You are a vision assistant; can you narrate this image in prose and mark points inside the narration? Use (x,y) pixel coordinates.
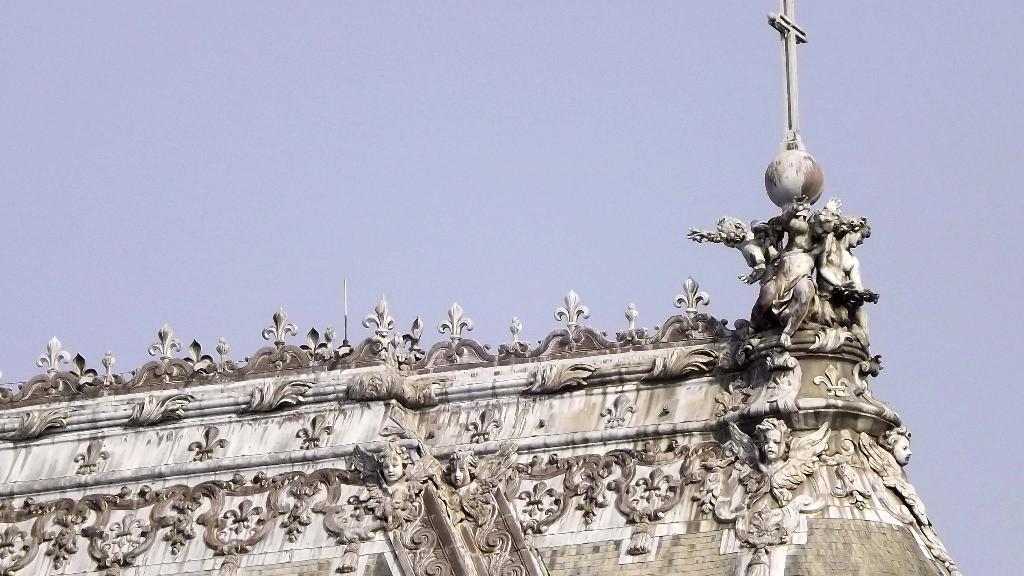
Here in this picture we can see statues (389,484) present on a building (784,455) and we can see some designs (156,401) also carved over it and at the top of it we can see a Christianity symbol (792,109) and we can see the sky (553,211) is clear.
